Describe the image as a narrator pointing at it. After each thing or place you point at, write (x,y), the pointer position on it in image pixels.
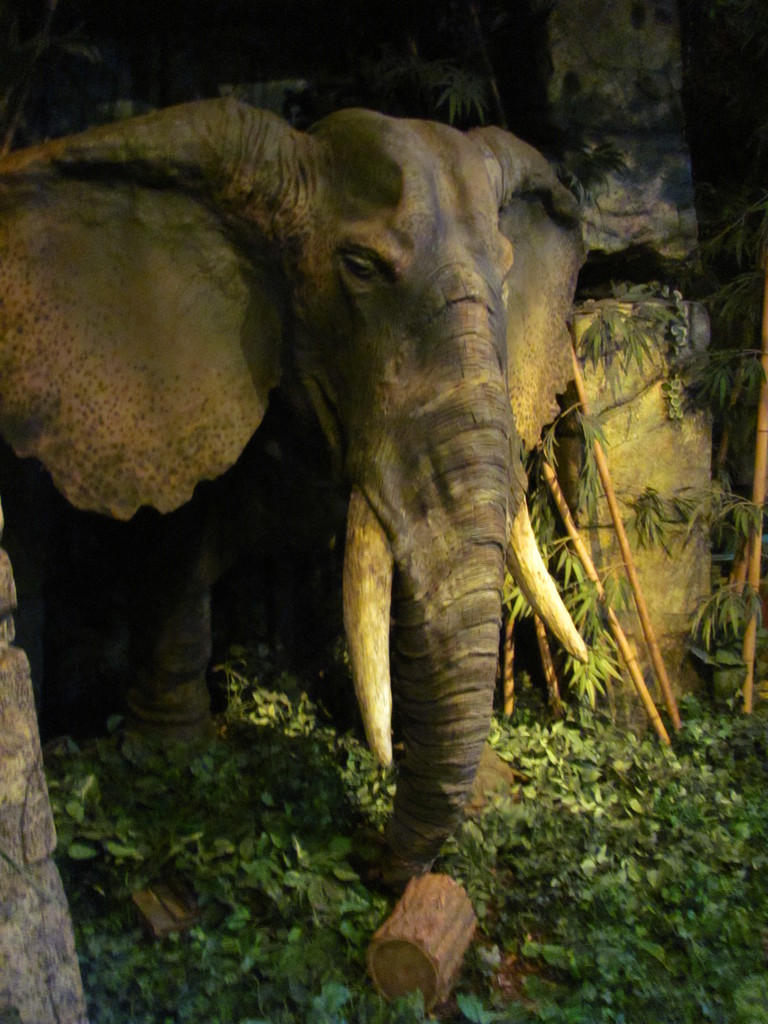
In this image there is an elephant (290,313) holding a log of wood (427,912) with its trunk (452,737), on the surface (321,827) there are plants (313,851).
